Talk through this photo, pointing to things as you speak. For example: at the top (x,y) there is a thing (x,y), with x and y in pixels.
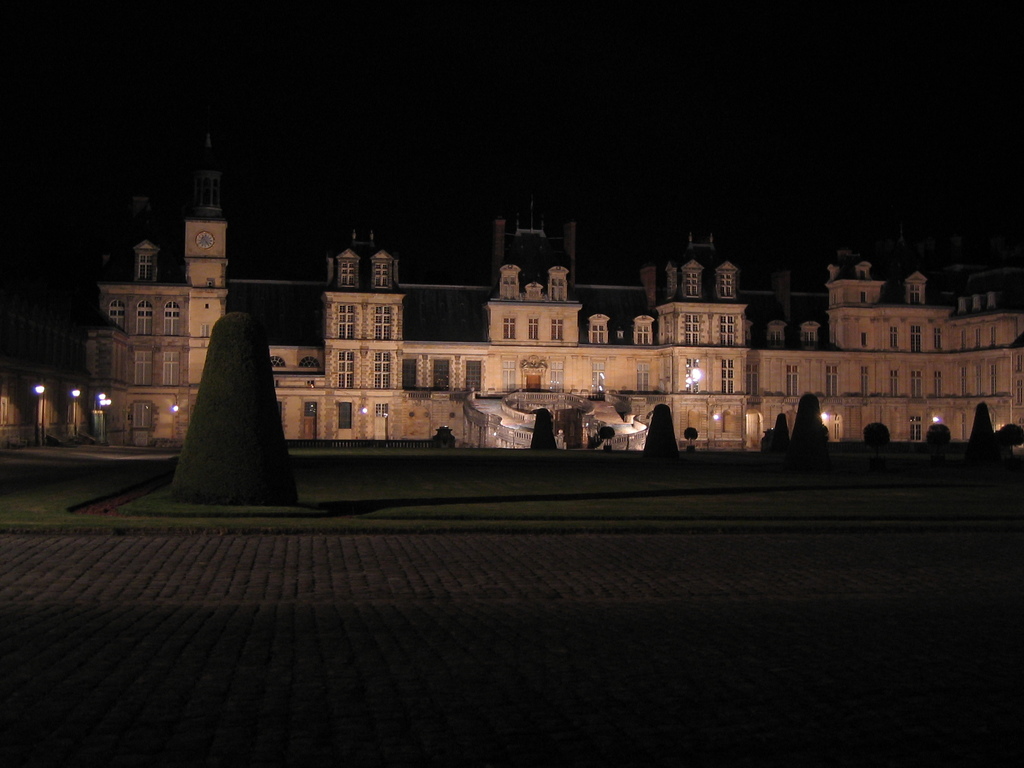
In this image we can see a fort (390,369) with windows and lights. In front of the fort (11,403) there are bush (809,436). On the ground (289,528) there is grass (499,527). In the background (460,136) it is dark.
